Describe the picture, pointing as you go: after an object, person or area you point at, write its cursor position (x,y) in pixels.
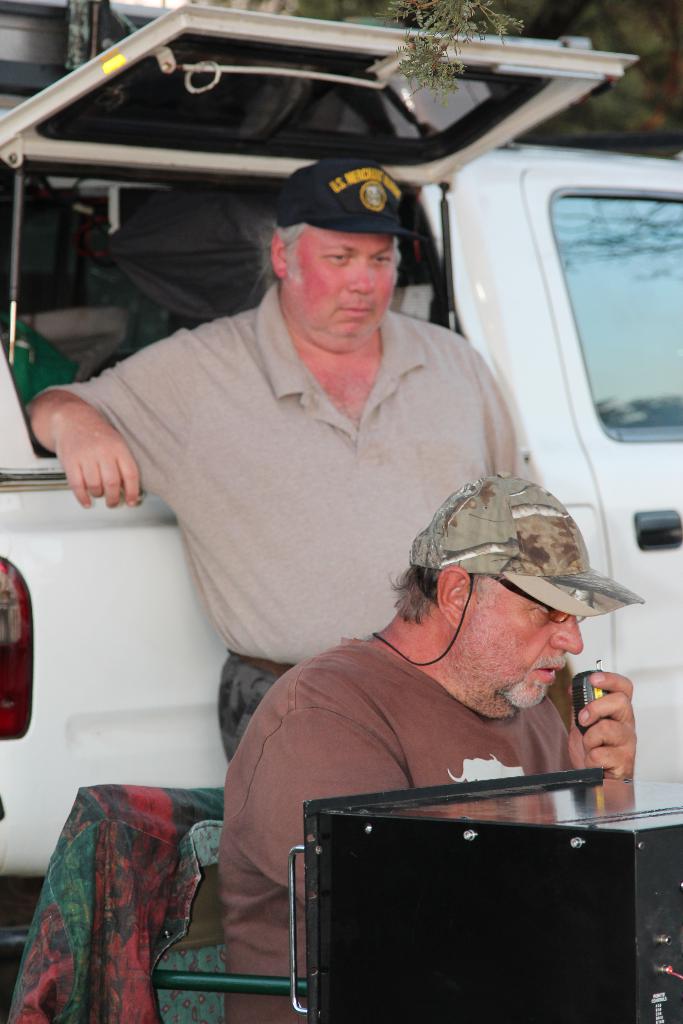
In this image we can see the person (446,721) sitting on the chair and holding a mic (575,705). And there is the cloth (176,839) on the chair (212,934). At the back (305,392) we can see the person (305,465) standing near the vehicle (183,568) and in that there is a cloth (211,265).
